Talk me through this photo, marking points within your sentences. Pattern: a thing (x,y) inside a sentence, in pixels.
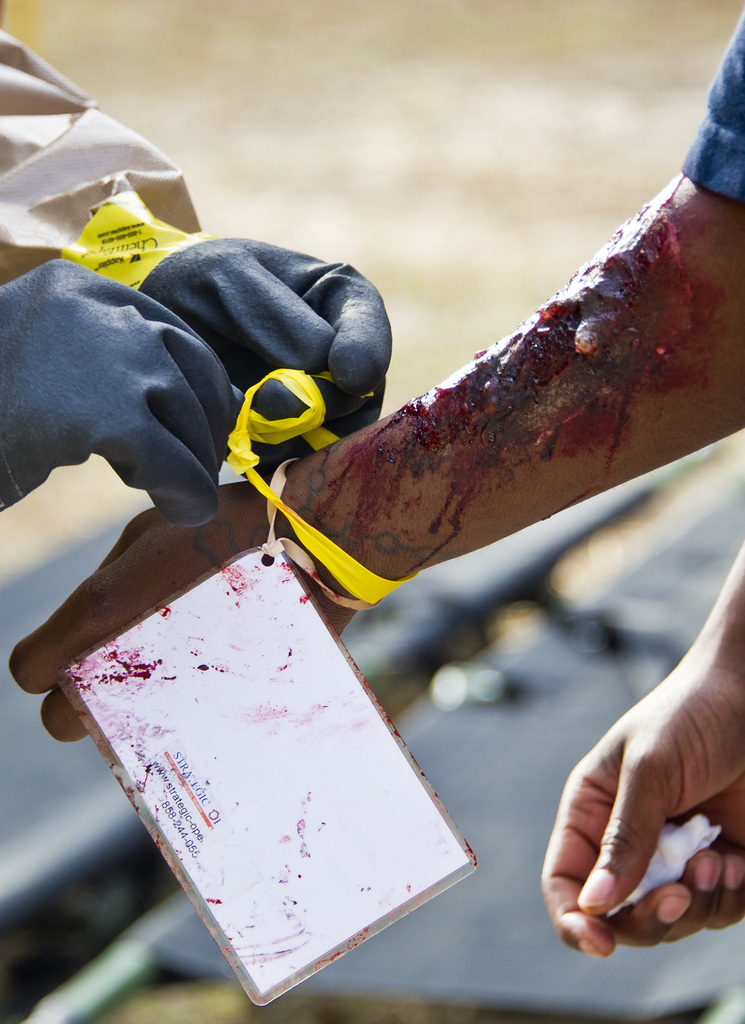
In this image we can see persons hands (477,496) and one of theirs is wounded.
